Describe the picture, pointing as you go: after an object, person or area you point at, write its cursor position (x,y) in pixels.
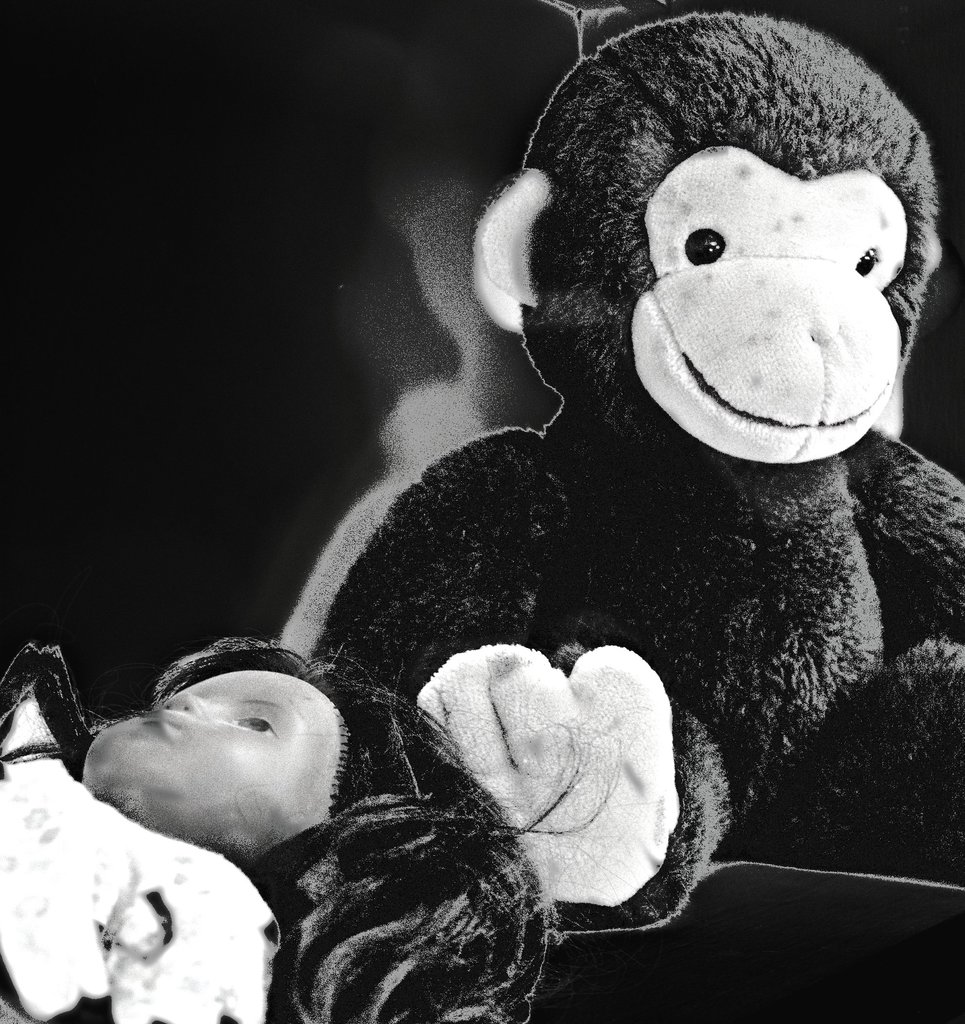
This image consists of dolls (618,250). the background (129,422) is blurred.
